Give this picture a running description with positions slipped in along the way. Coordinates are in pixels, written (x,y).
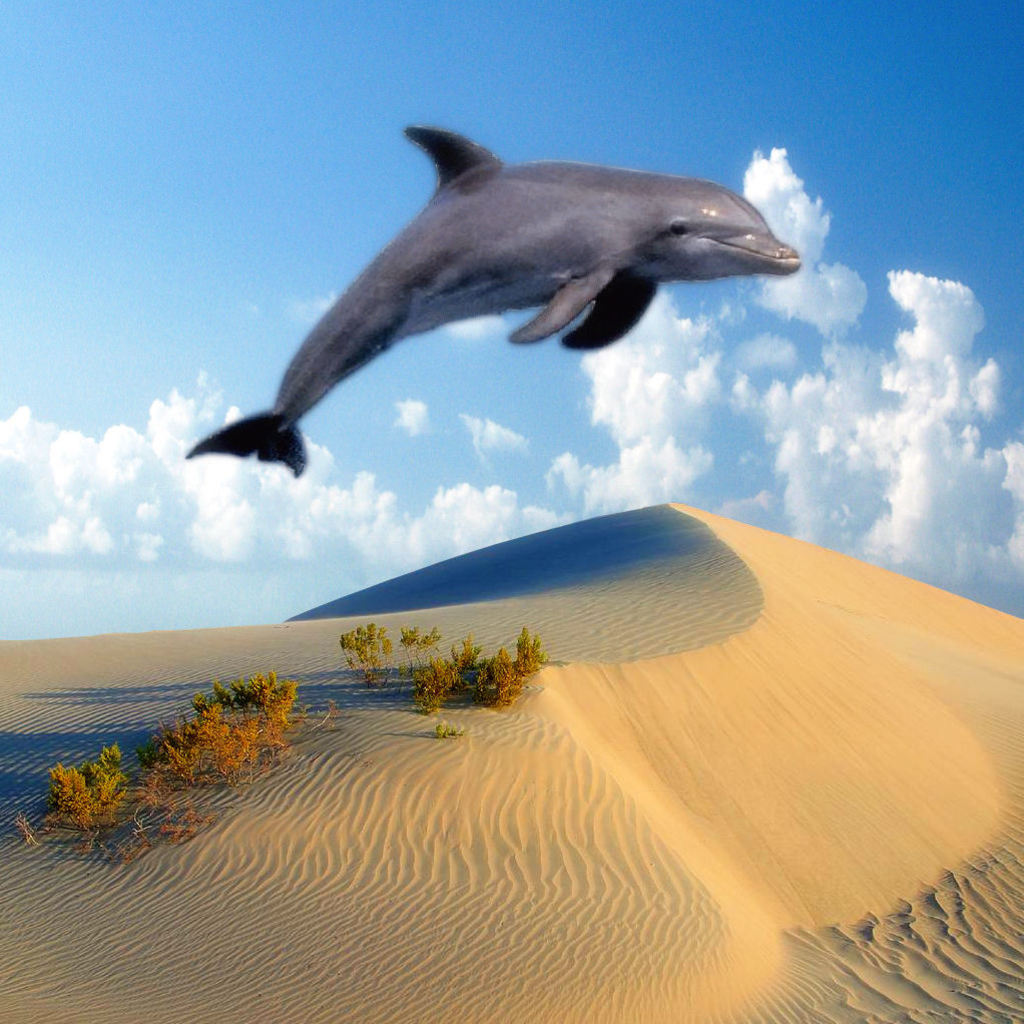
In this edited image, on the bottom (626,772), there is sand (309,724) and few plants (367,674). A dolphin (558,287) in the air (278,94). Sky (224,205) and the cloud (159,462) in the background (153,502).
